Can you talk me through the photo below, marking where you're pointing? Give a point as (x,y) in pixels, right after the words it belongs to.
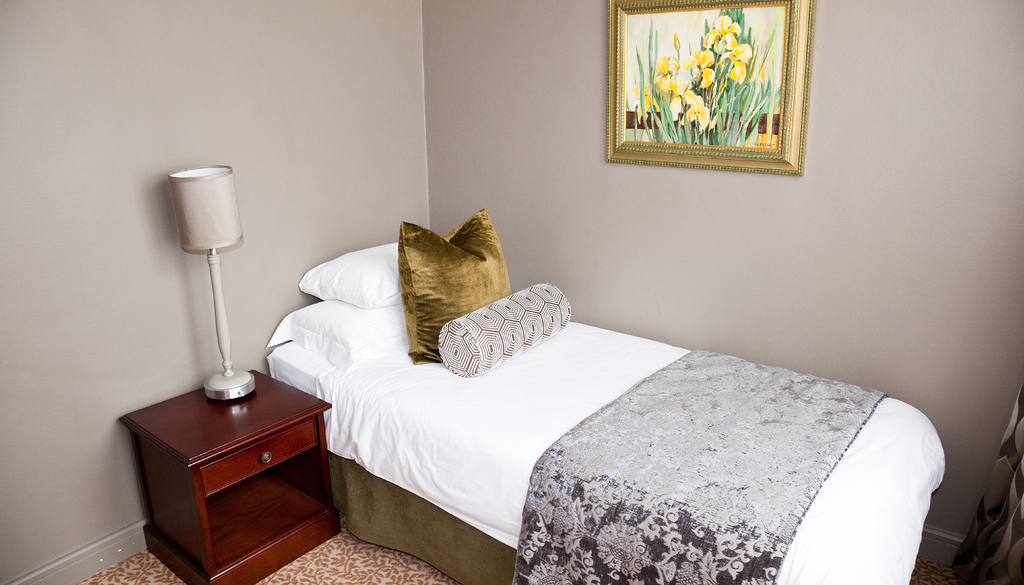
In the picture we can see a bed (529,383), blanket (633,433), pillow (427,334), light lamp (199,203), a photo frame (646,124), carpet (337,555) and table (219,445).
